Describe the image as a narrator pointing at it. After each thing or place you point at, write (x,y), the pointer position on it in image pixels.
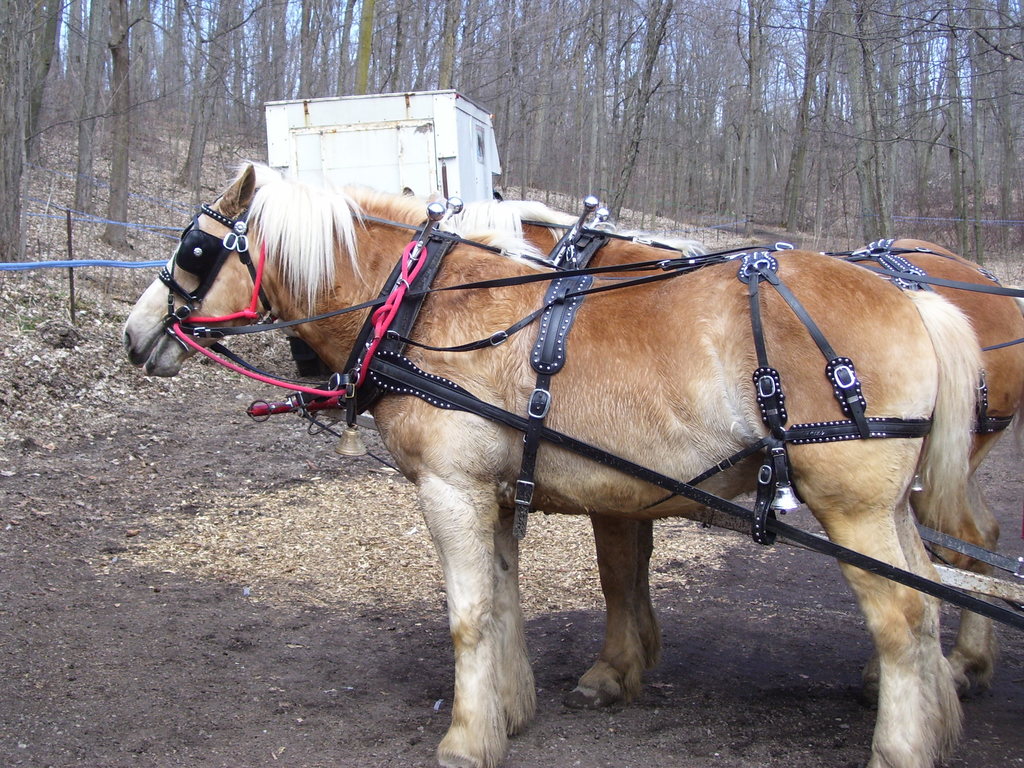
In this image, there are a few animals (307,251). We can see the ground (268,526) with some objects (257,510). There are a few trees (305,82). We can see the sky (664,38) and a pole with some cloth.
